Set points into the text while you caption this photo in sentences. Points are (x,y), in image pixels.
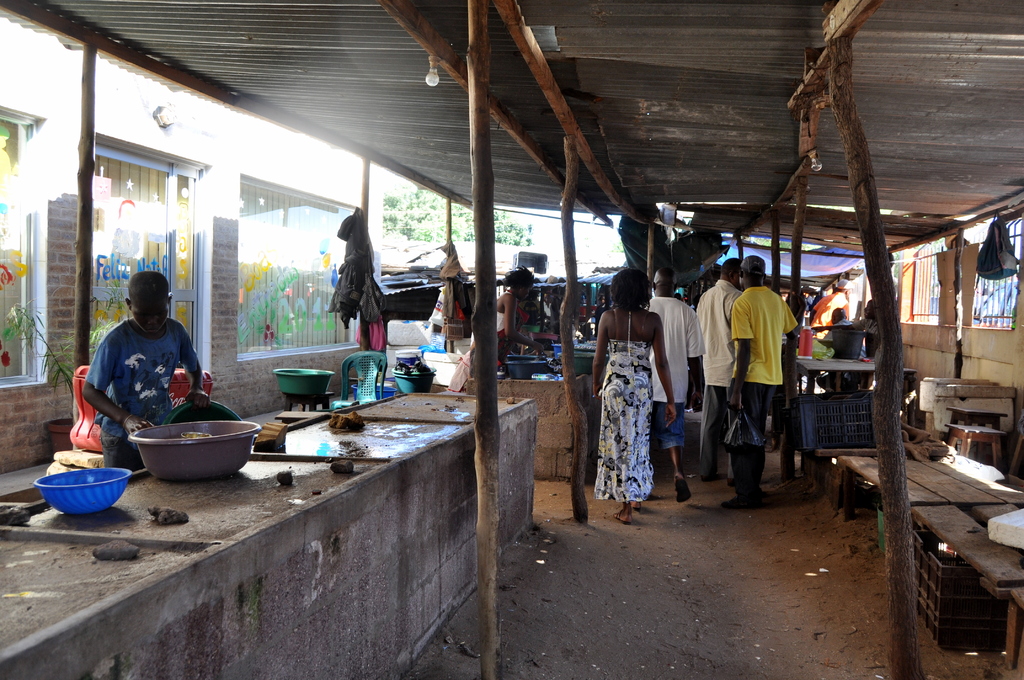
In this picture I can observe a person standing on the left side (131,357) in front of a cement desk (279,471). There are some people (605,323) standing in the middle of the picture (521,292). I can observe some wooden poles (481,485). In the background (434,209) there are trees (467,232).
